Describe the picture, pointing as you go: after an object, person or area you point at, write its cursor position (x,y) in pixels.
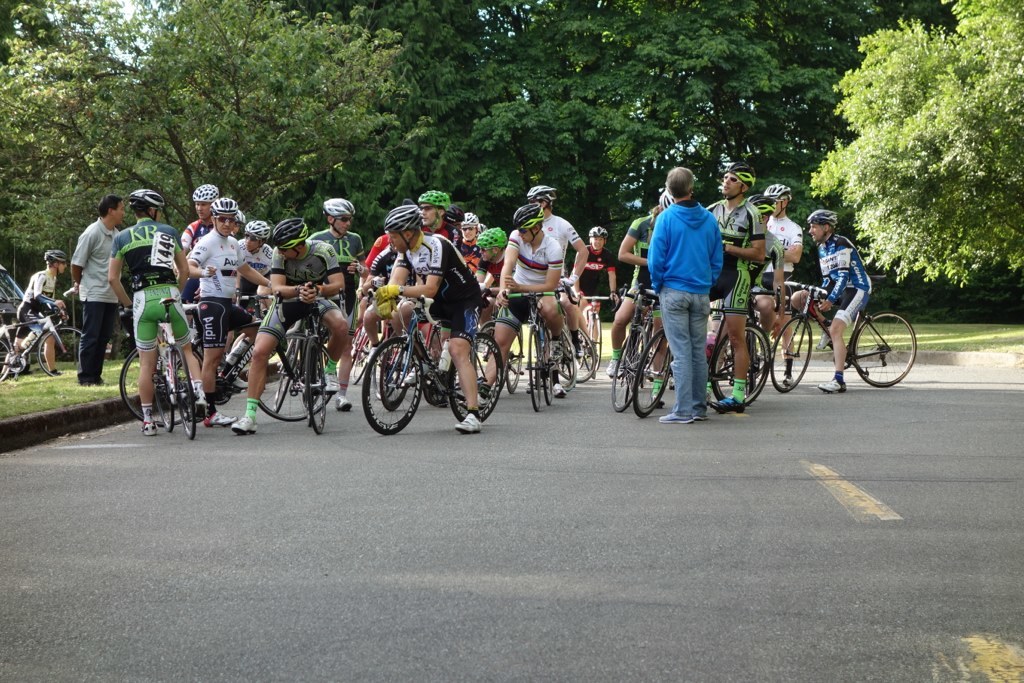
In this image there are racers (321,287) who are on the cycles (407,340). It seems like they are waiting for the race. Most of the people (597,293) are sitting on the cycles (624,342). In the background (529,87) there are trees (648,87). At the bottom (513,498) there is road (509,536).
